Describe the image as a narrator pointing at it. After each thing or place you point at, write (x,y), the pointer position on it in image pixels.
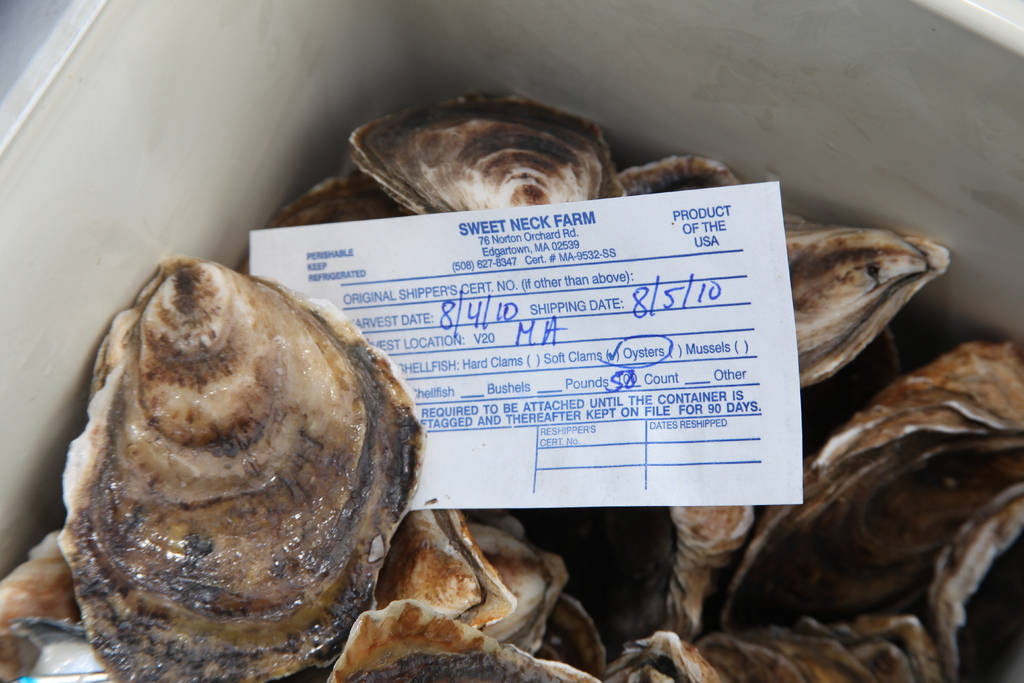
In the image we can see there are seashells (494,609) kept in a box (45,381) and there is a paper slip (615,365) kept on it.
